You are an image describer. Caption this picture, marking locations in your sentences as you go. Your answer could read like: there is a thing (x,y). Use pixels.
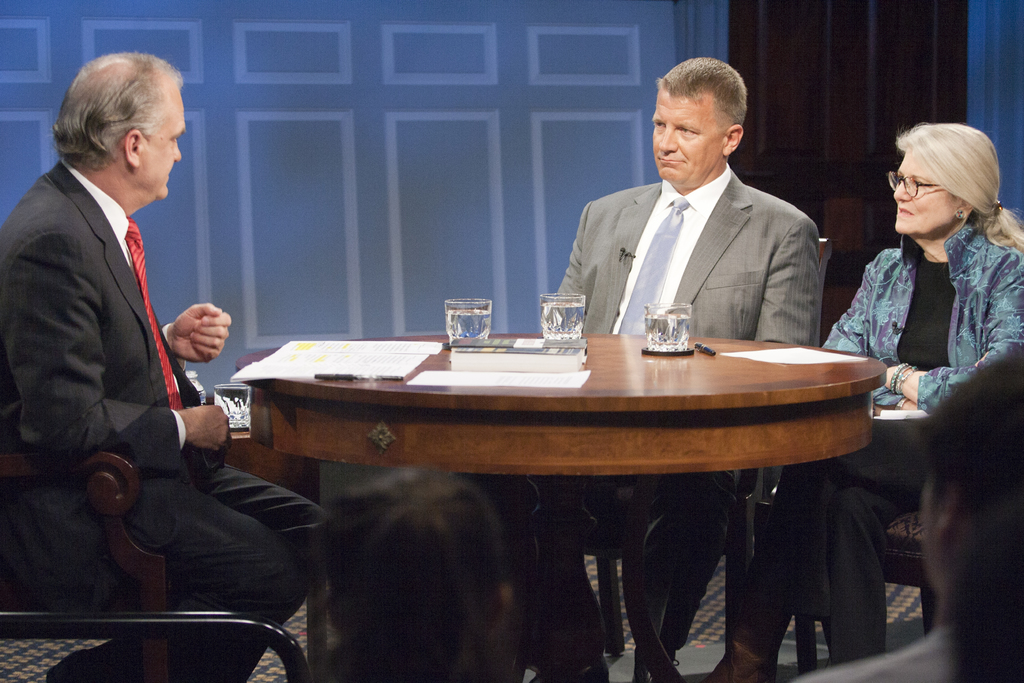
This image is clicked inside a room (850,213). There is a table (602,416) in the middle (622,427) on that table (368,383) there is a book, pen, paper (424,380), glass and there are chairs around the table (616,382) on which people (852,469) are sitting. Two of them are sitting on right side (727,220) and one is sitting on left side (56,326), the one who is sitting on left side (175,335) is wearing black color blazer (104,240) with red tie (138,230). The one who is sitting on the right corner (912,354) is woman (987,349), she is wearing Bracelet (898,382) and specs (914,189).
